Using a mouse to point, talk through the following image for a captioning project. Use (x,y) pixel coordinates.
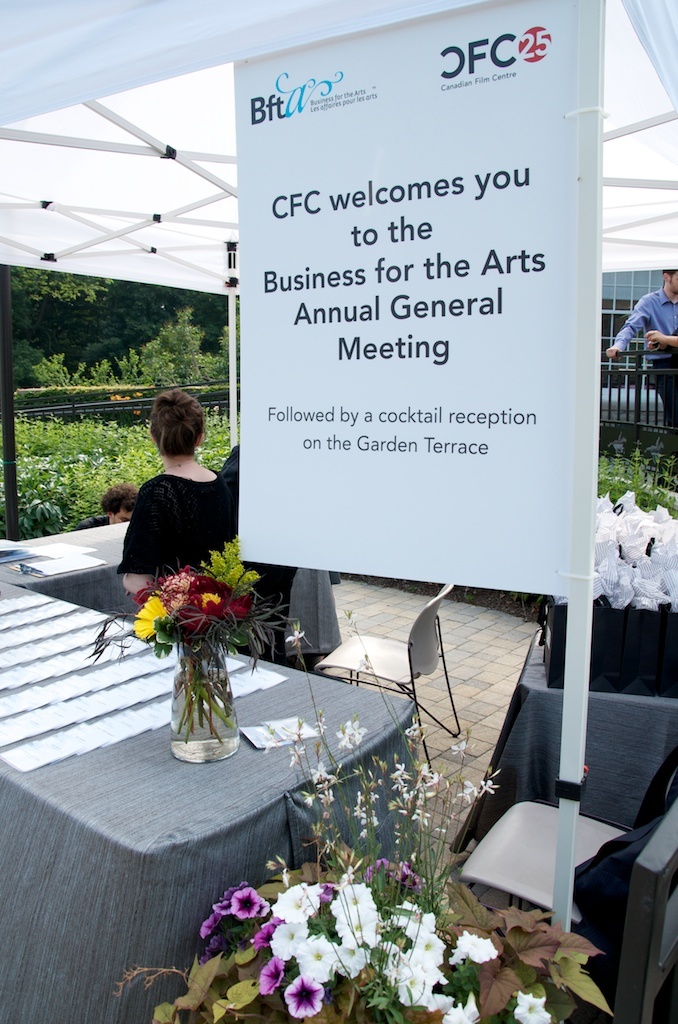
Under this tent (105,59) there is a white banner (481,163). Far there are plants (101,472) and trees (111,336). In-front of this tables (207,776) persons (191,515) are standing. We can able to see chairs (625,949). On this tables (238,713) there are papers (46,570) and bags (607,662). Beside this table (270,719) there is a bouquet (410,988).
